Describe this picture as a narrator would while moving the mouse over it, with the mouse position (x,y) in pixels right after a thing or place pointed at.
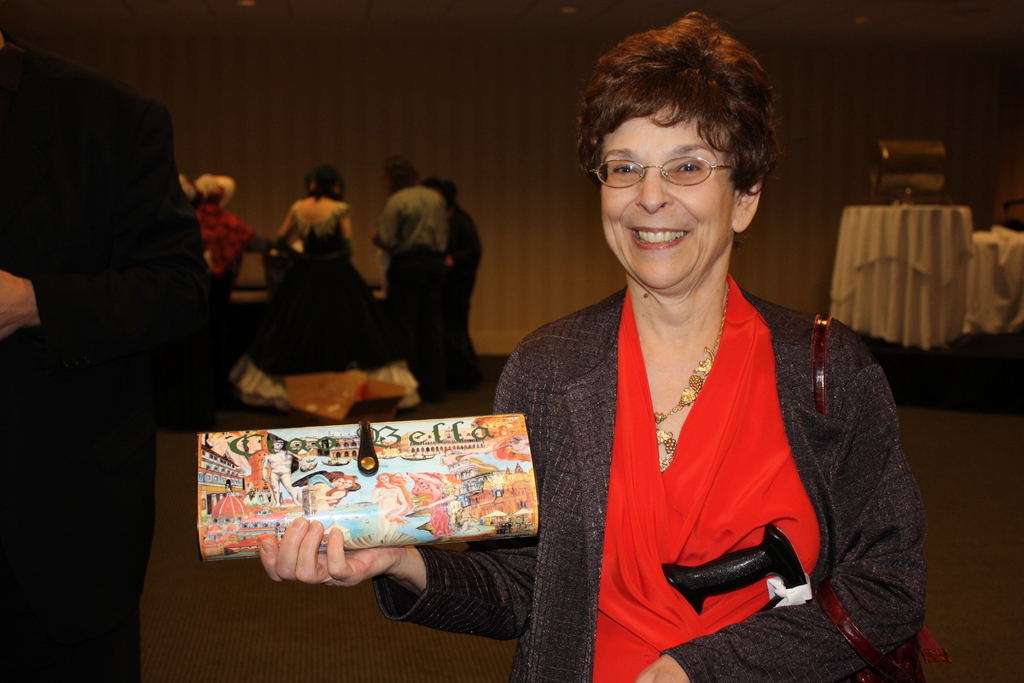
A woman (648,407) is showing a thing (314,509) in her hand (331,542), she wore a red color dress (701,500). She is smiling, in the left side (133,153) few people (419,260) are standing.
